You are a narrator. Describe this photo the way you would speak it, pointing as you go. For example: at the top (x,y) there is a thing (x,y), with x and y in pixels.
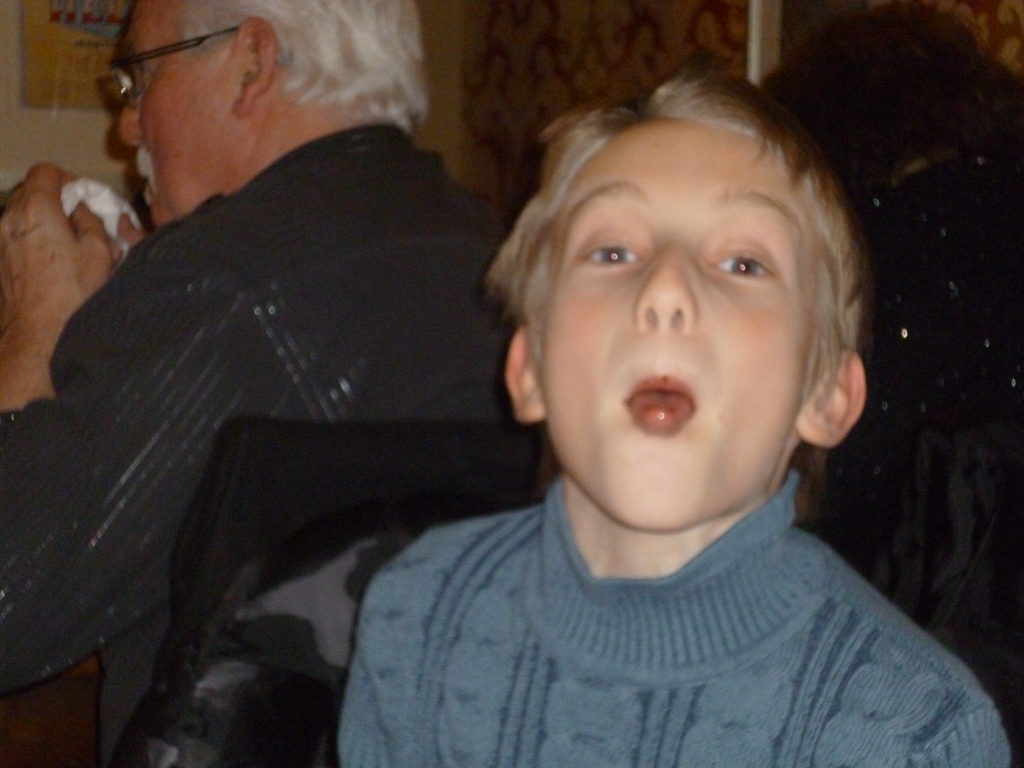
This image is taken indoors. In the background (543,60) there is a wall (473,61) and there is an old man (291,327) sitting on the chair (188,586) and holding a tissue paper (109,219) in his hands (80,214). There is a board (64,26) with a text (79,12) on it. In the middle of the image (672,468) there is a kid (444,686) with a weird expression (615,365) on his face (613,390).
